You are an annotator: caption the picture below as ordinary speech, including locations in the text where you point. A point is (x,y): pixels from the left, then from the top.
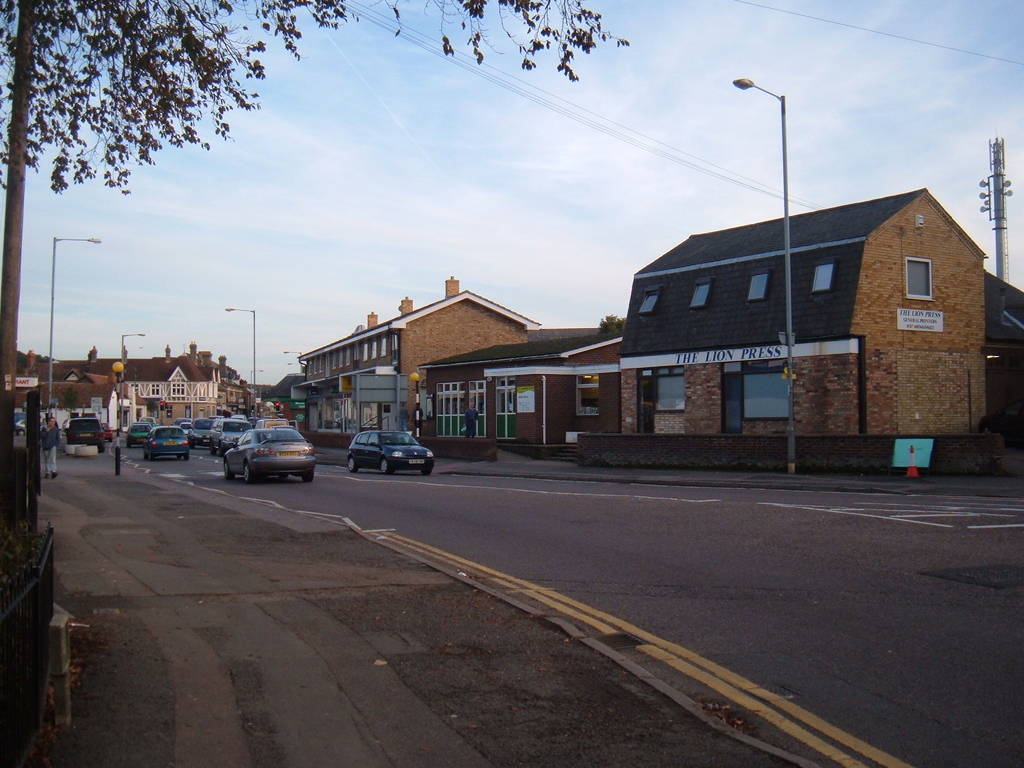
This is the picture of a city (458,545). On the left side of the image (94,512) there is a person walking on the footpath (123,656). In the middle of the image (411,468) there are vehicles (182,433) on the road (333,474). At the back (57,406) there buildings (25,369), trees (1,475) and poles (11,274). At the top (591,87) there is sky (472,148) and there are clouds (812,49). At the bottom (851,606) there is a road (912,591).
